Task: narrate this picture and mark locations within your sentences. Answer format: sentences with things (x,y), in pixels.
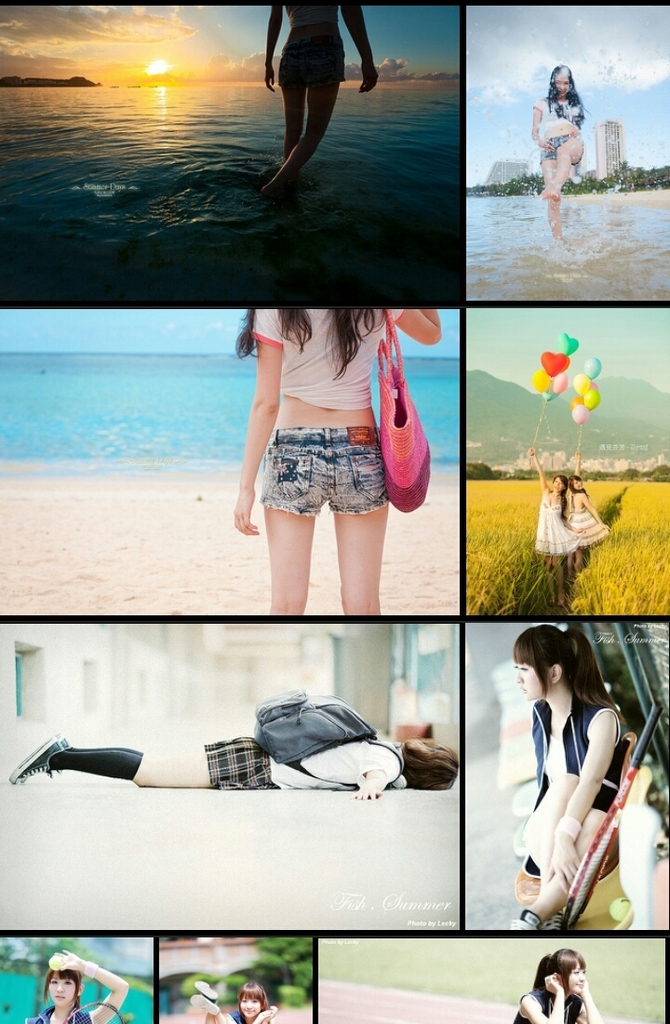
This is the photo grid image of a girl (328,105) standing in front of beach (627,236) in some slides, in some pics she is standing, laying and holding balloons (567,348).
